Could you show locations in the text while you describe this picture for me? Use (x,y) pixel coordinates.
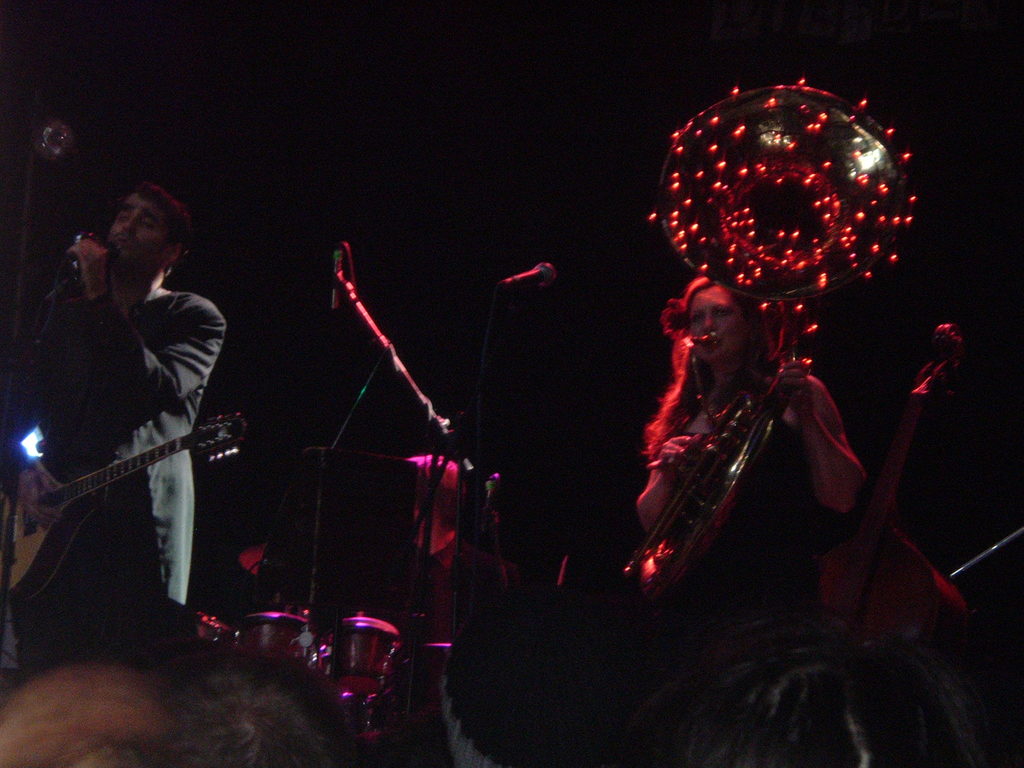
In the image there are two people (144,390) man (150,423) and woman (789,442) are standing and playing their musical instruments (693,345) in front of a microphone (520,279). In background (364,626) we can see few more musical instruments (364,626), microphone (541,271) and a group of people (569,654) as audience (898,677).
